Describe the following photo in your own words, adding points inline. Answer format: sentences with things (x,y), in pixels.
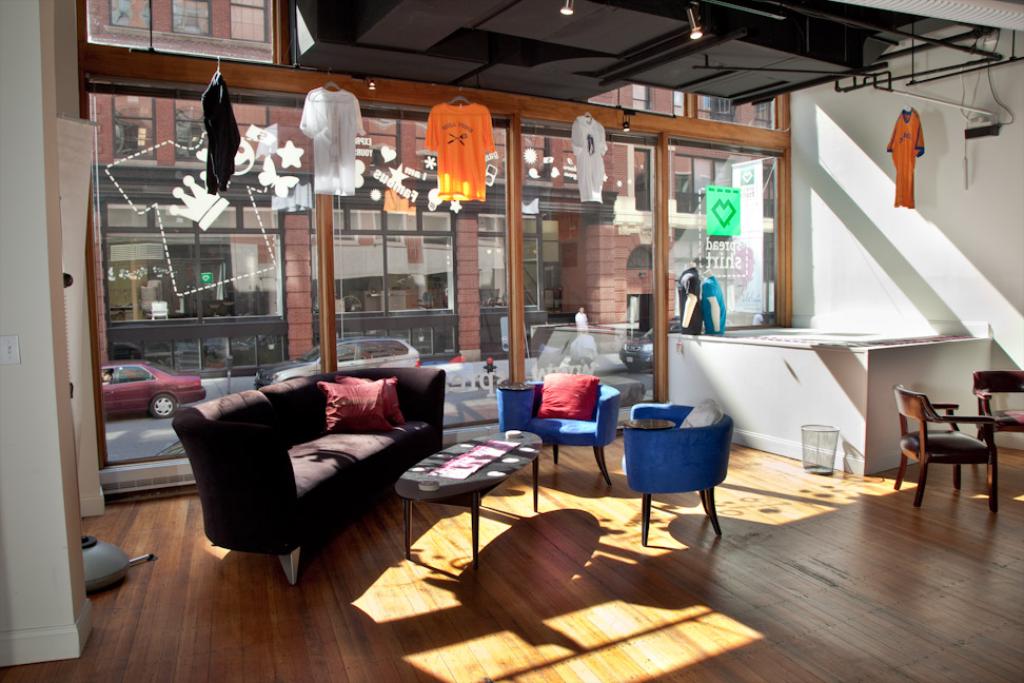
There is a room (228,641). We can see sofa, chair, dustbin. We can see in the background (376,338) there is a window (365,286), lights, road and car (380,350). There is a table (405,546). There is a poster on a table (405,538). There is pillow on a sofa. The different types of colorful shirts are hanged on a wall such as a black, white and orange.
